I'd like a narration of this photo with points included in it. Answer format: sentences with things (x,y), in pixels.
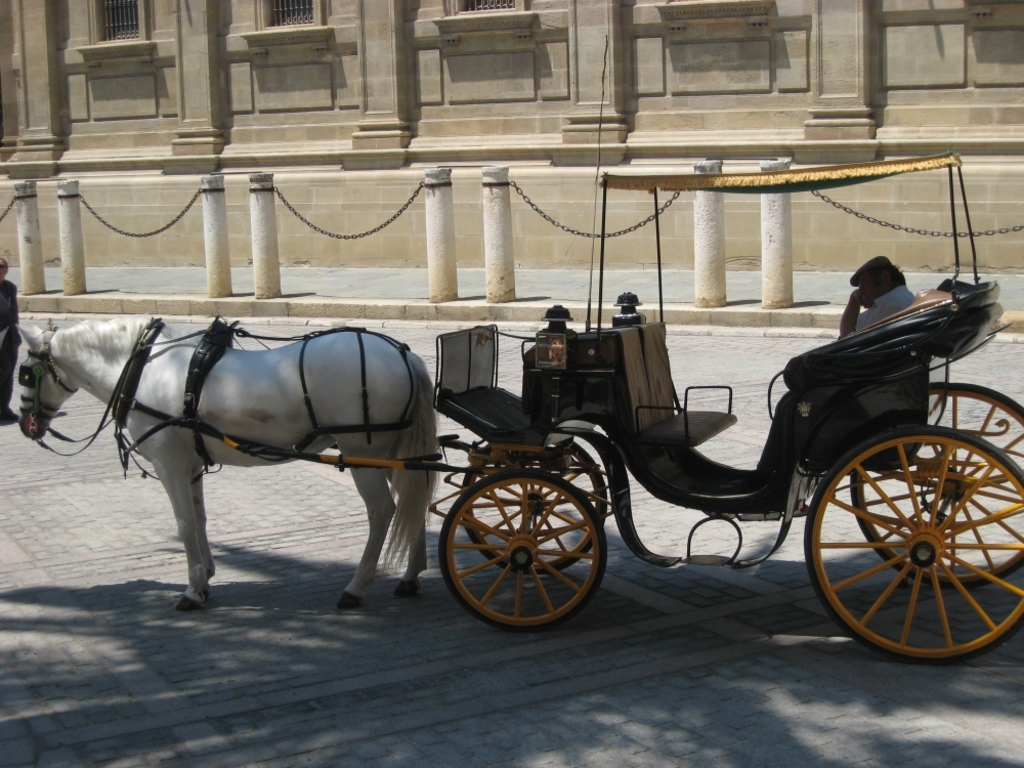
In this image in center (505,426) there is a horse cart (605,430) and there is a person (845,316) sitting inside it. In the background (16,188) there is a fence (254,238) and there is a building (502,111). On the left side (19,337) there is a person (1,330) standing.
